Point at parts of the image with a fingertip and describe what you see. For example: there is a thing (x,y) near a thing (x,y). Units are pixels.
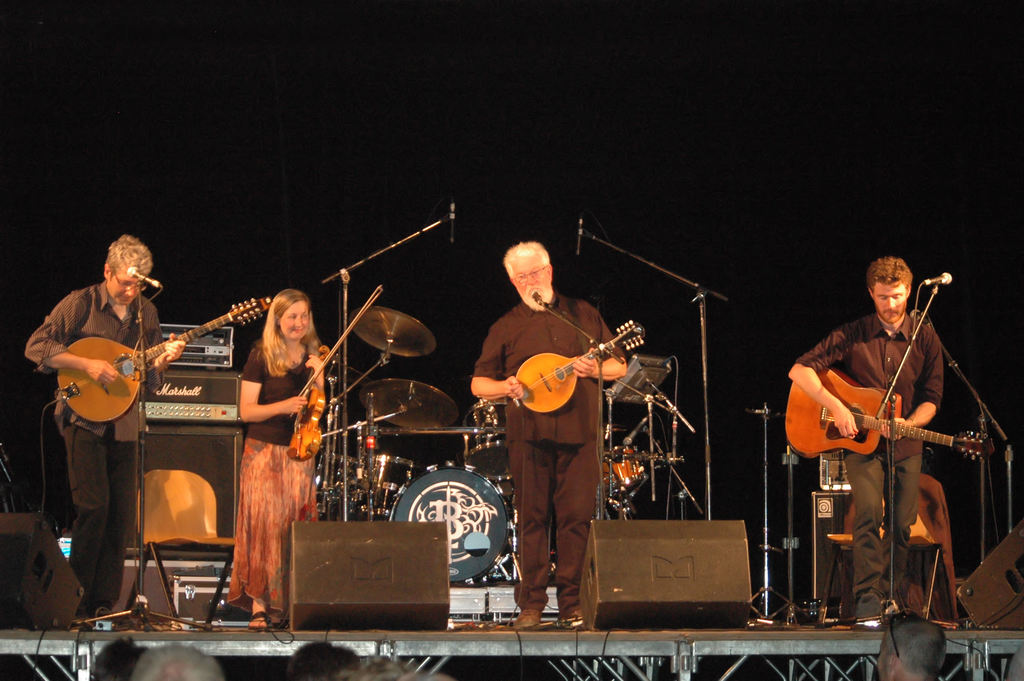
The two persons (890,330) in the right (839,331) is playing guitar (533,371) in front of the mic (914,333) and the woman (308,350) beside them is holding a violin (307,409) and the person (121,332) in the left (99,364) is playing guitar (107,390) in front of the mic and there are drums (398,415) behind them and there are audience (359,666) in front of them.
